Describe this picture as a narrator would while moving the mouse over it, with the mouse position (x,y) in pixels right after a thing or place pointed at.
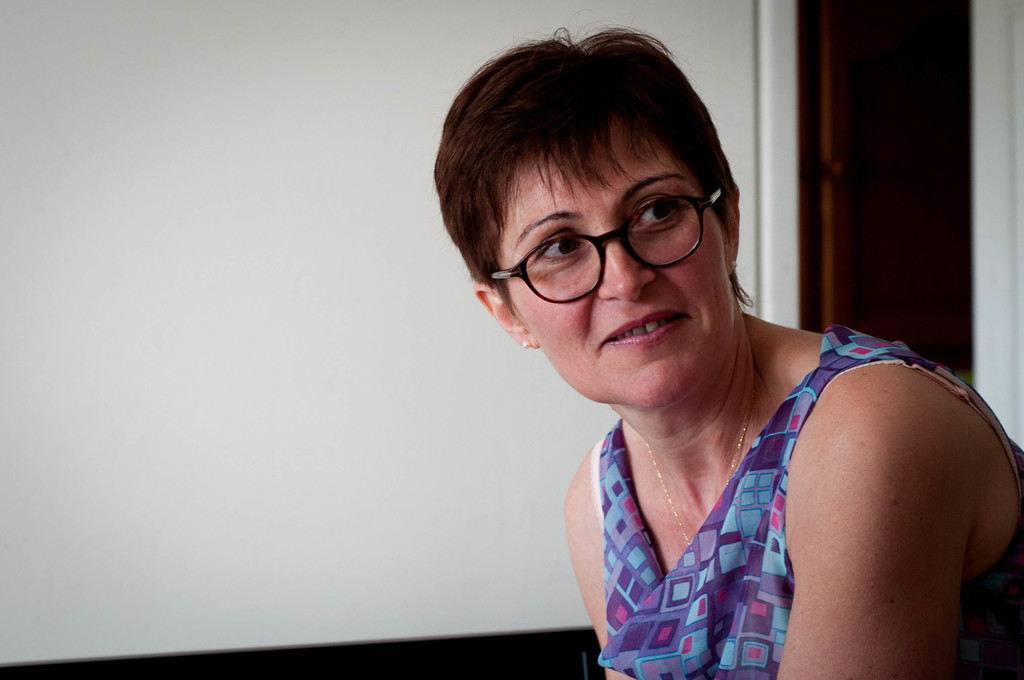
In the picture there is a woman (945,611), beside the woman (897,629) there is a wall (503,514).
